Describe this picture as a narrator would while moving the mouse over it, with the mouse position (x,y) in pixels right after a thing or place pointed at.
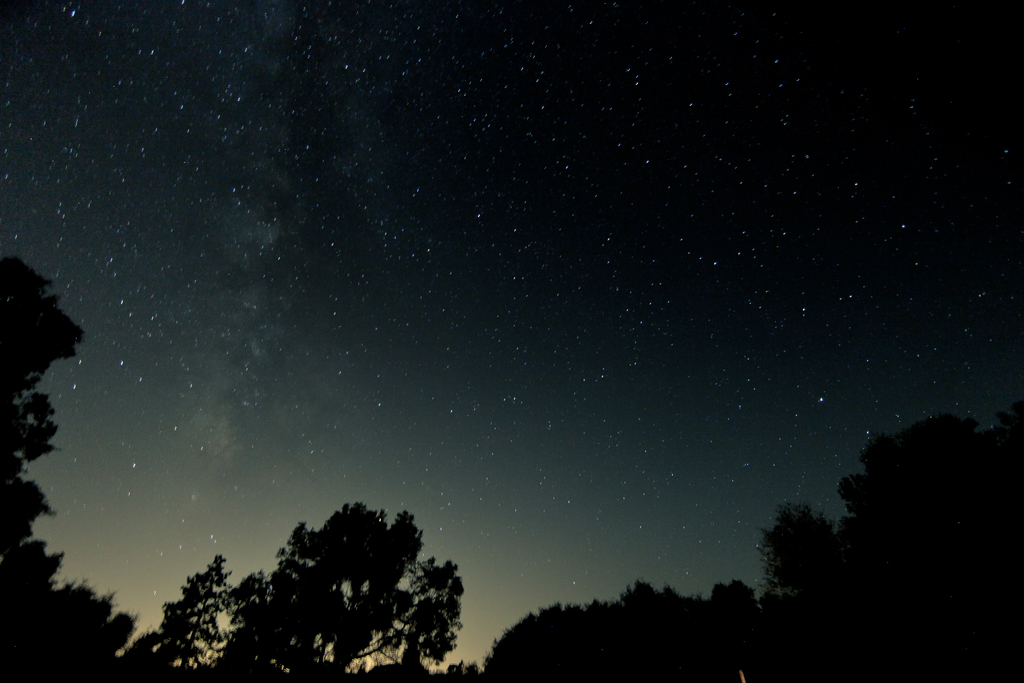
In this image I can see few trees (598,679). In the background (567,73) the sky (496,73) is in black, blue and white color.
